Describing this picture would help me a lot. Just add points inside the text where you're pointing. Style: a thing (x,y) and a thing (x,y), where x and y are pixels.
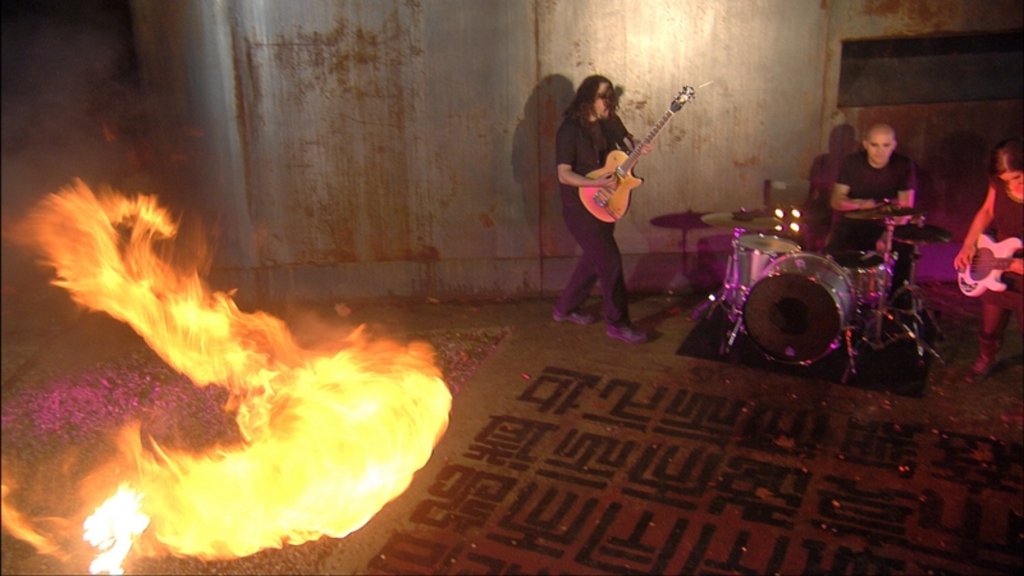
In this picture there is a big fire (271,408) in the left corner (308,497) and in the right corner (979,224) there are three persons (593,166), one person (593,183) is holding a guitar (600,201) and dressed up in black in color with black shoes (621,334) on. And the second person (874,231) is sitting in front of the drums (838,267) and beating the drums (869,250) and the third person (1000,213) in the right corner of the picture (989,267) is holding a guitar (985,257) and making moves on the string (973,261). In the background (306,122) i could see the big wall (428,47).
